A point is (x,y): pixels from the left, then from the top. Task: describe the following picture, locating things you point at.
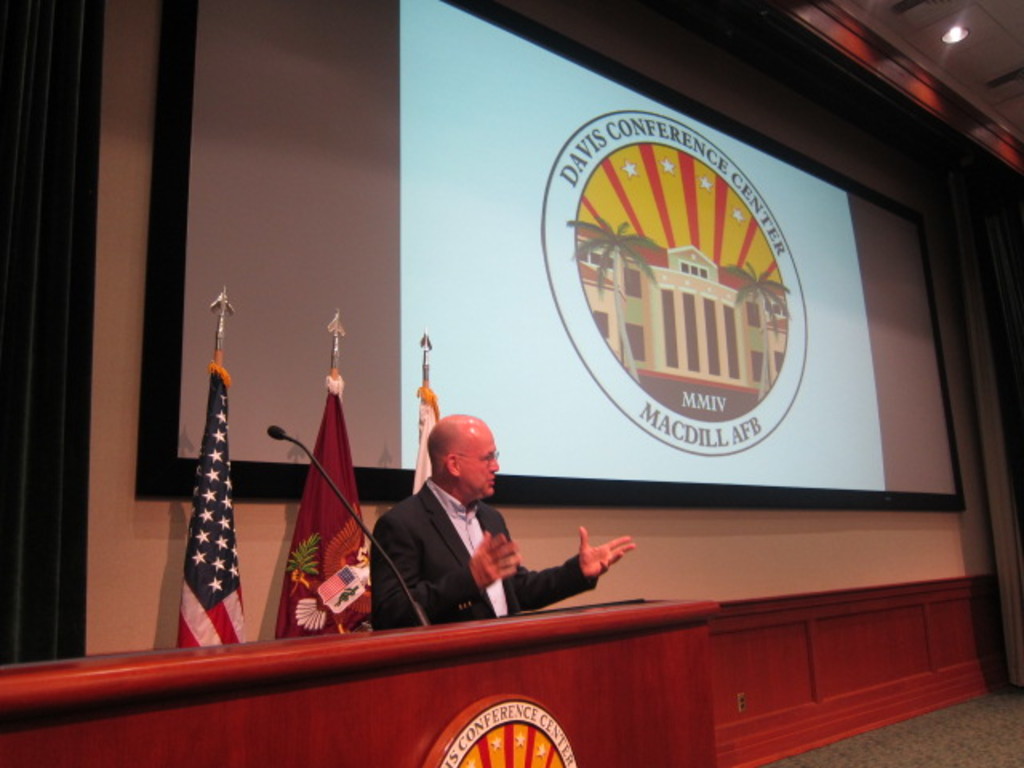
In this picture there is a man (452,491) who is wearing spectacle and suit (470,562). He is standing near to the speech desk (439,672) and mic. Behind him there are three flags (362,521). In the center (543,361) I can see the projector screen (543,361). On the top right corner (955,40) there is a light (955,29) on the roof (946,51).
